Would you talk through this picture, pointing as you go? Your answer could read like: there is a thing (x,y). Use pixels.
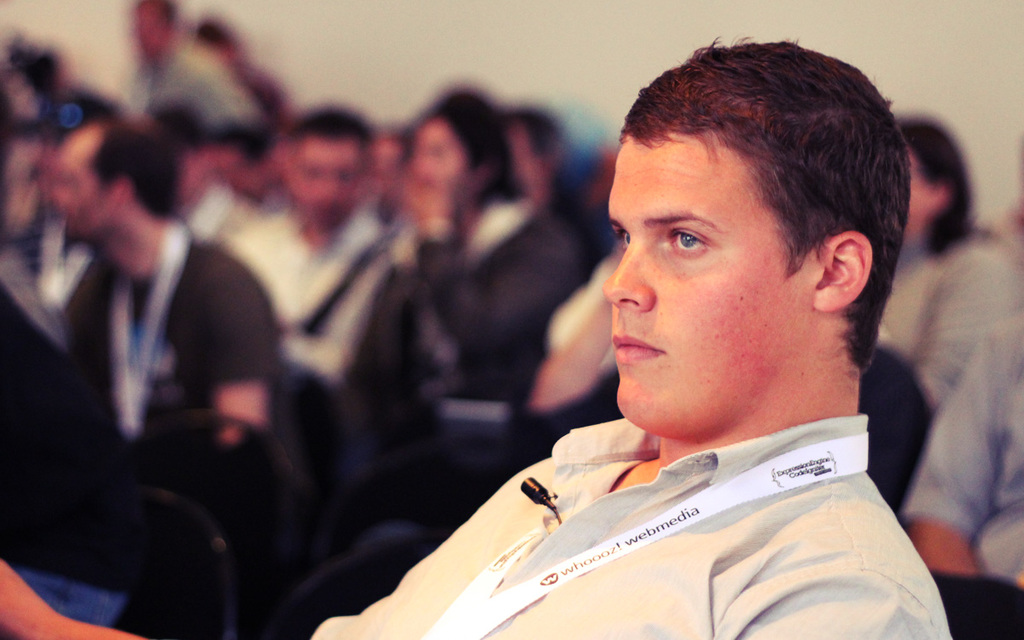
In this image there are people (392,364) sitting on the chairs (206,514). In the background of the image (667,17) there is a wall (628,23).
